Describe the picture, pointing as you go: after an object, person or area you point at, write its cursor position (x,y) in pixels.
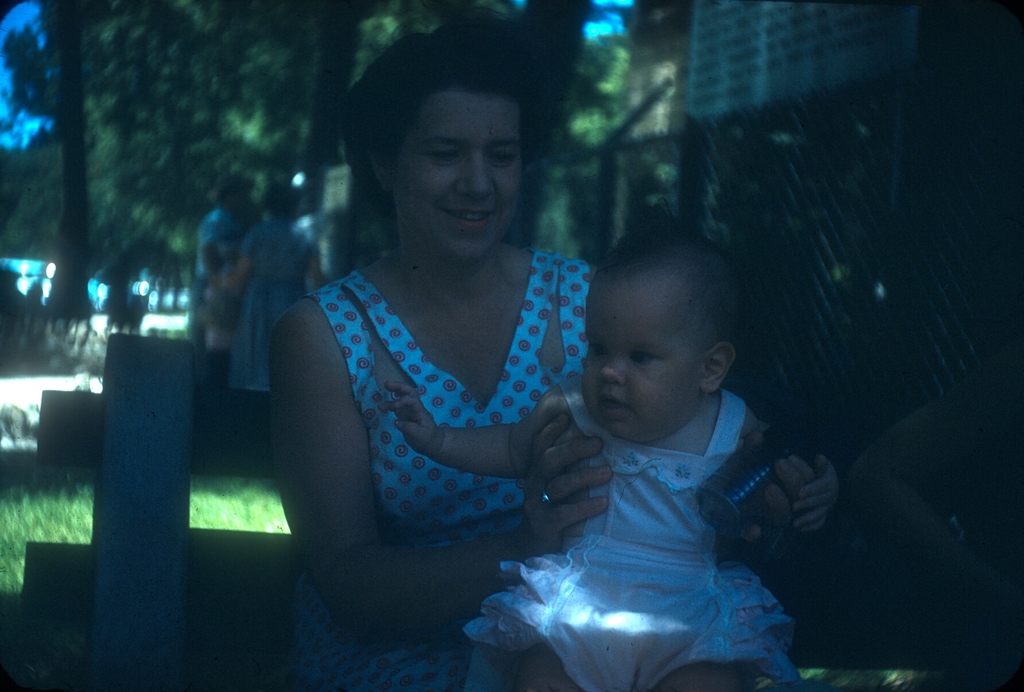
As we can see in the image there are few people (470,365) here and there, grass (35,508), trees (244,15), fence (751,230) and buildings (766,84). The image is little dark.
